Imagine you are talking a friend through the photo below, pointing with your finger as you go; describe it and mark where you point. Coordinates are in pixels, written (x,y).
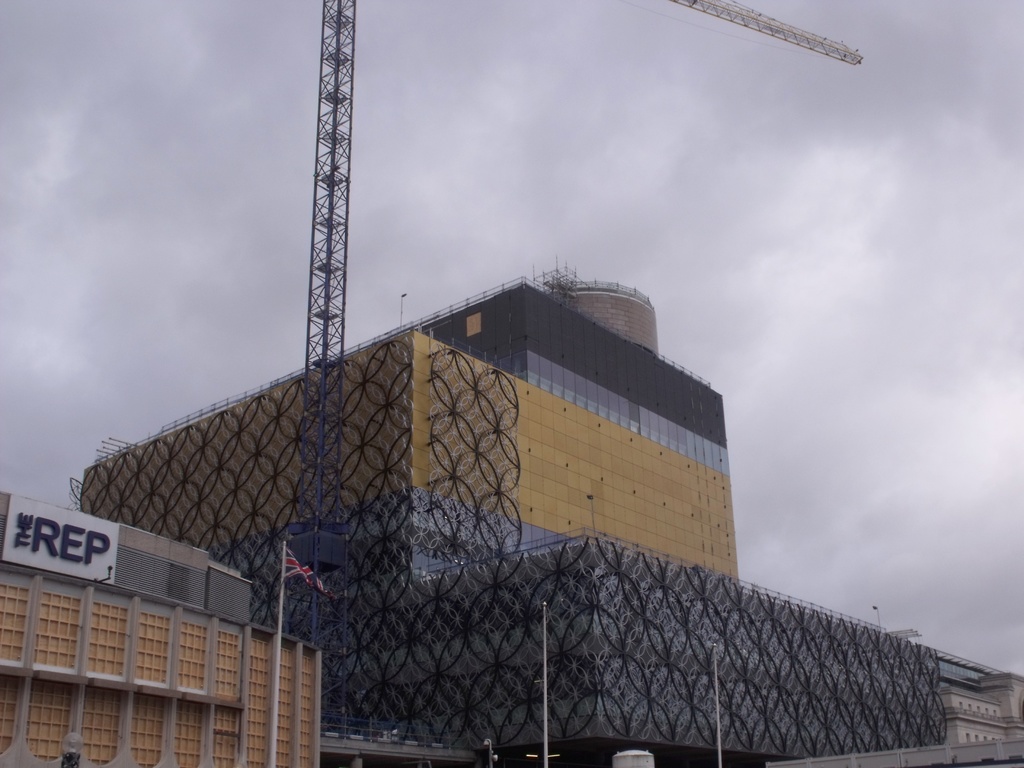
In the picture I can see buildings (425,577), a board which has something written on it, a flag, poles (280,608) and some other objects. In the background (741,558) I can see the sky (462,206).
